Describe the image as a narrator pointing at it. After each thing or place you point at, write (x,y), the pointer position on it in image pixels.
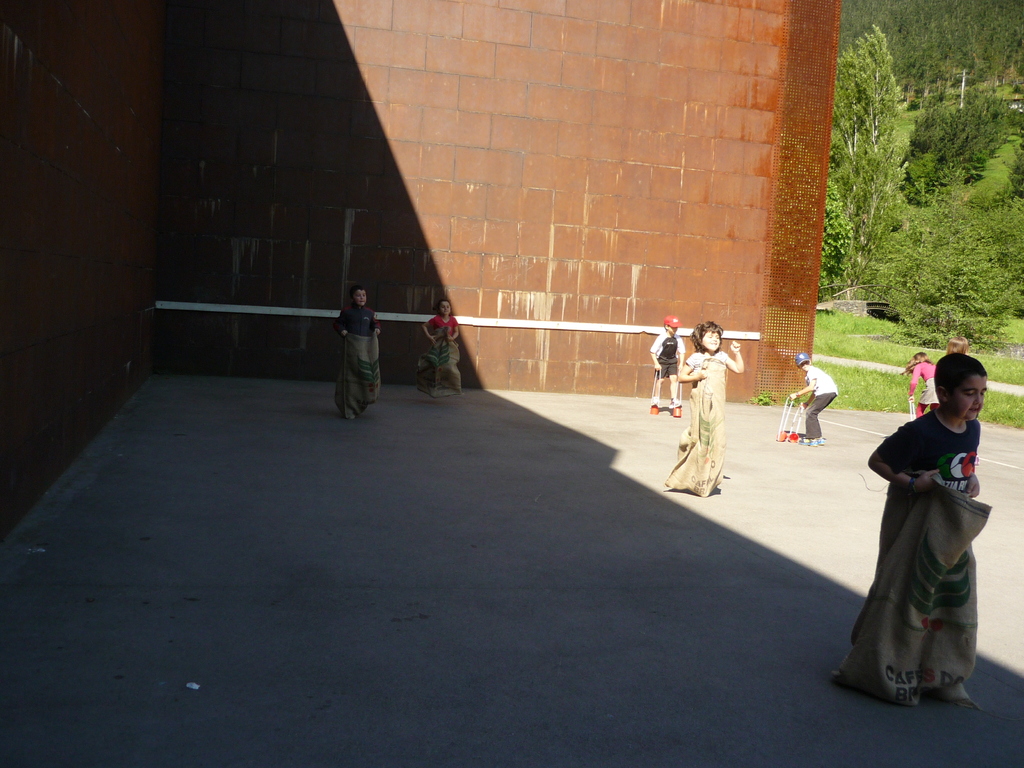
These kids (879,591) are holding bags (716,442). Background (635,179) we can see red wall (581,181), grass (859,343) and trees (957,102).
